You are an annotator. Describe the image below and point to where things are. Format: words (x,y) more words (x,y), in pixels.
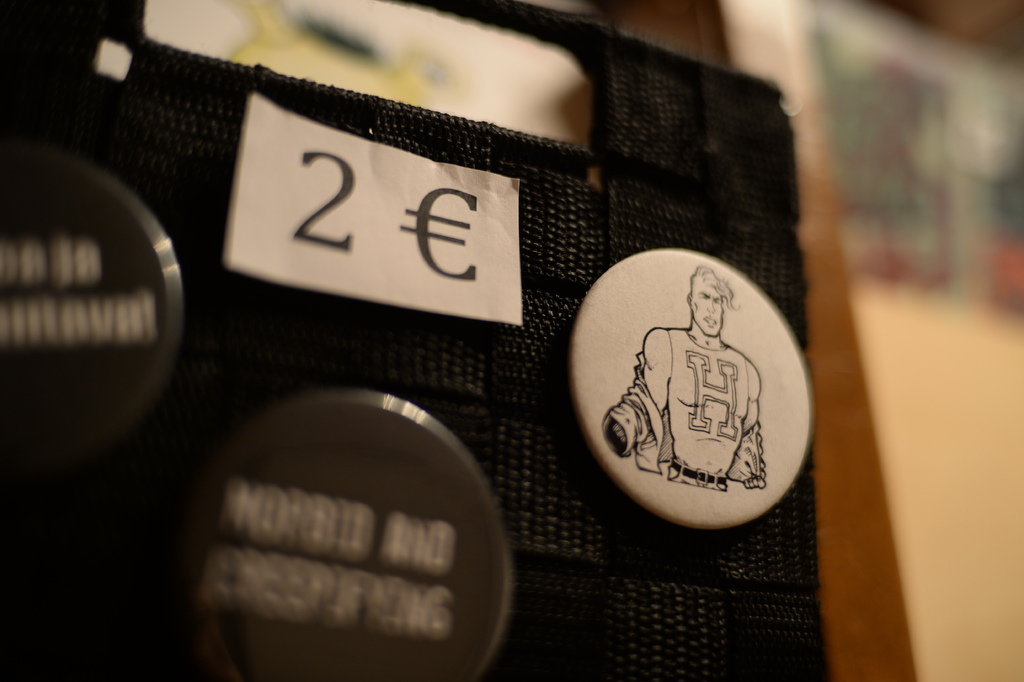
In this image I can see three badges (160,342) in black and white color and they are attached to the black color surface (513,388) and I can see the blurred background (927,85).
